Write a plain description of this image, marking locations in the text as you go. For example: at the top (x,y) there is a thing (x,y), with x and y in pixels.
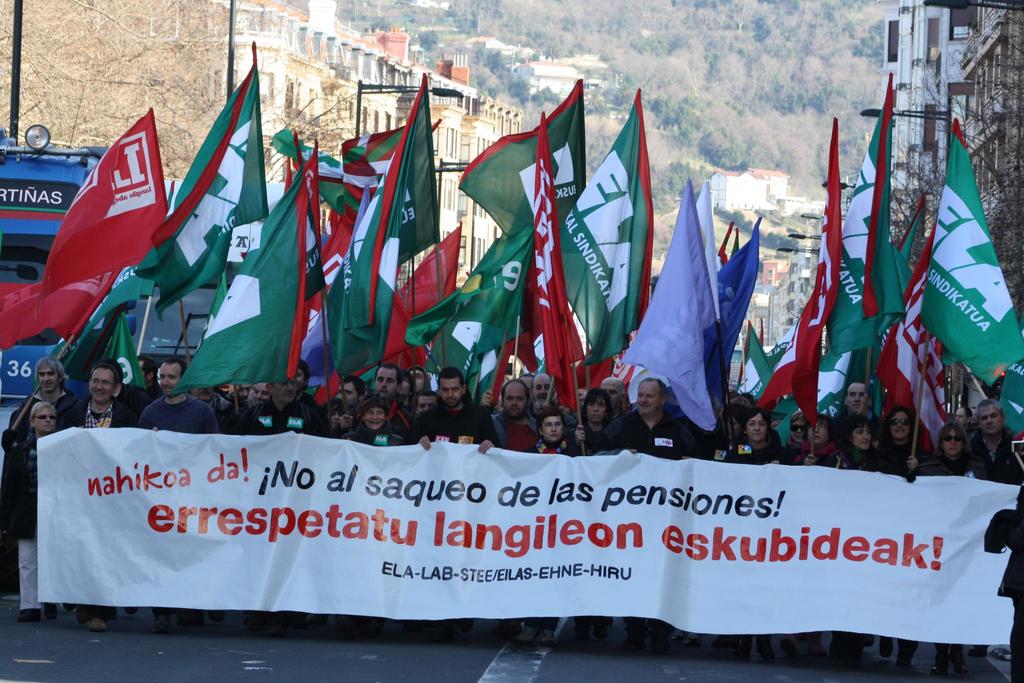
In the picture we can see some public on the road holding a banner (977,511) which is white in color with a Spanish language written on it and behind we can see some people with flags (990,250) which are green, red and white in color and behind it we can see a building (940,75) with windows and in the background (702,136) we can see a hill (741,117) with plants (793,147) and trees (781,140).
